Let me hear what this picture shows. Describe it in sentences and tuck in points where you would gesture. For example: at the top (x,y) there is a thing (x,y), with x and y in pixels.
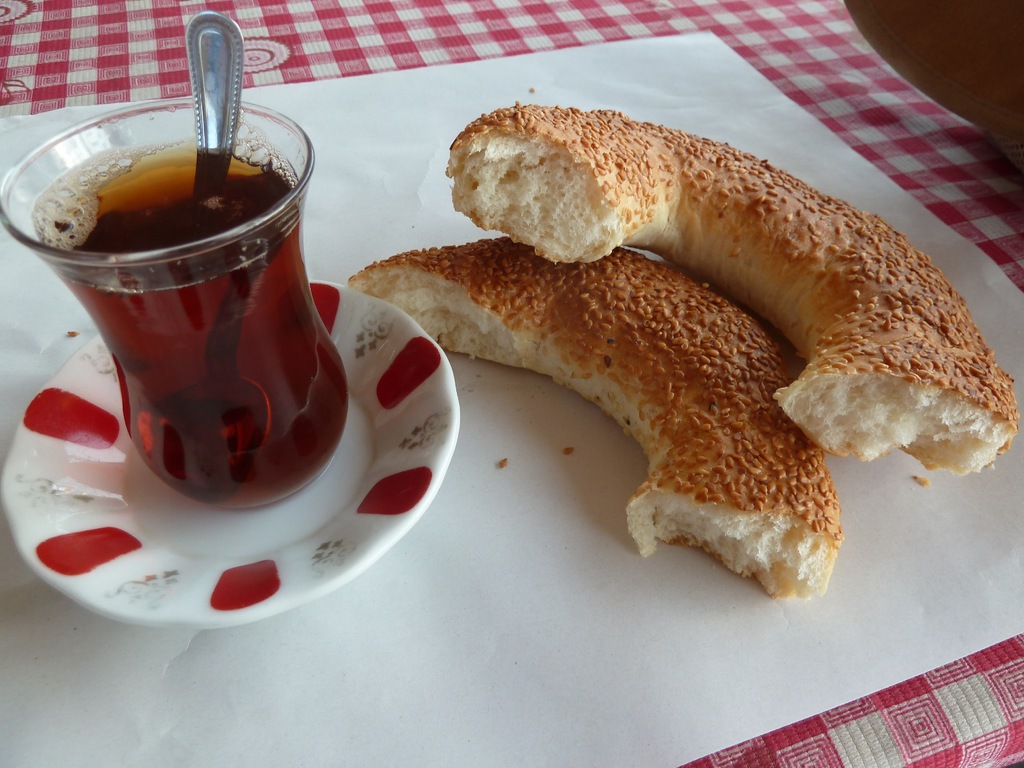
In this image I can see on the left side (159,207) there is a liquid (273,343) in a glass (276,346) and a spoon (240,274). On the right side (727,329) there are food items (744,502).
